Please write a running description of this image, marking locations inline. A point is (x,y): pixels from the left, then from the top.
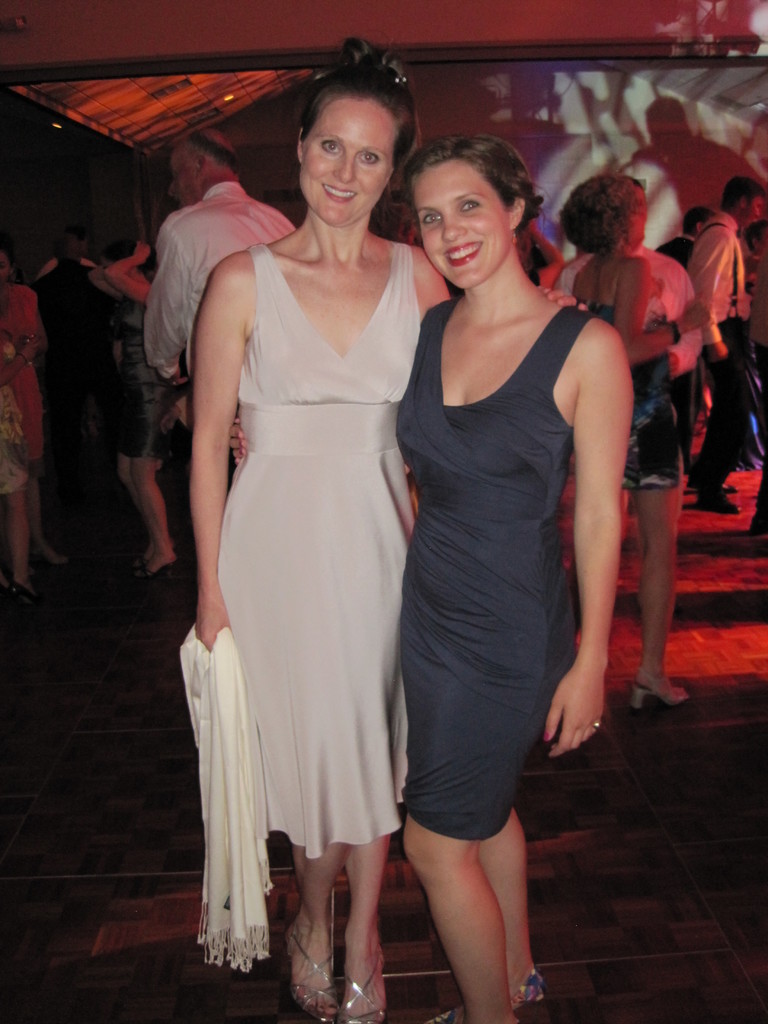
In this image, we can see two women (430,545) are standing on the floor (716,673). They are seeing and smiling. Here a woman (203,511) is holding a cloth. Background we can see a group of people (668,305).
